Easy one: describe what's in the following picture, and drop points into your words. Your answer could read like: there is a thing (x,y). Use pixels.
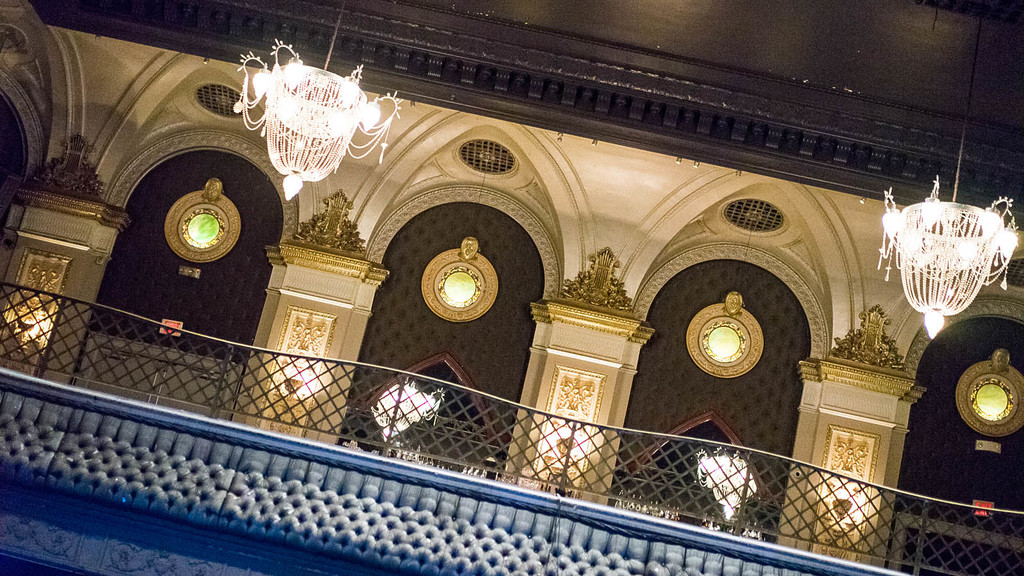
In this image there is a building (510,281) in the middle (397,262). At the top (288,107) there are two chandeliers (297,128). At the bottom (328,414) there is a metal railing (715,486).
